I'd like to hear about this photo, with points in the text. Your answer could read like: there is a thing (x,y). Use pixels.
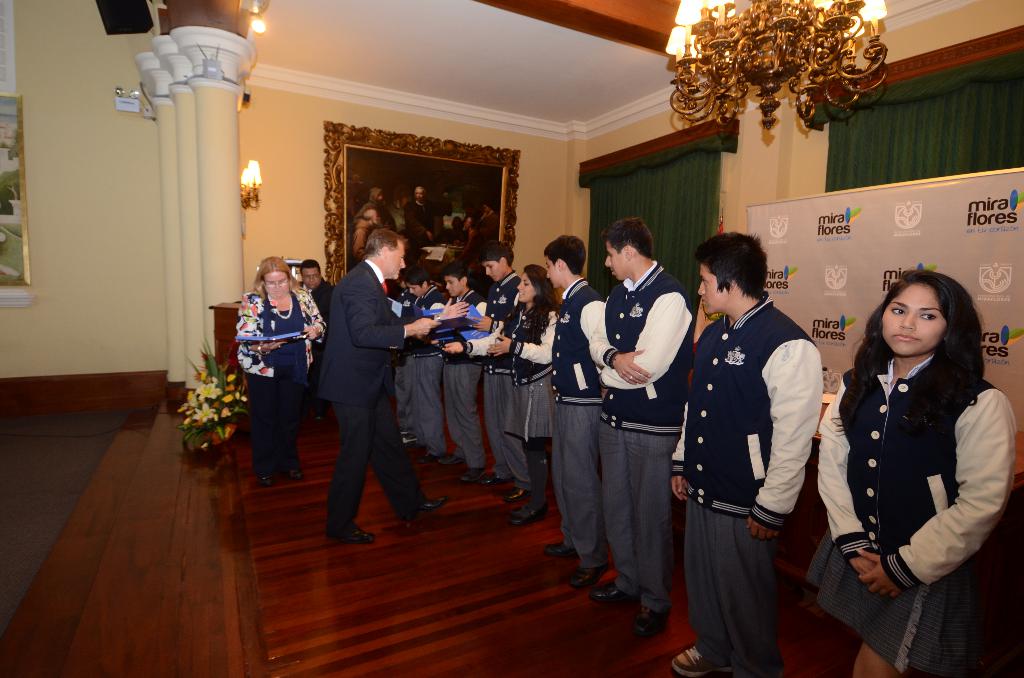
In this image we can see people (654,485) standing. The lady (301,473) standing on the left (298,365) is holding an object (250,344). On the right (998,272) there is a board (910,221). In the background (114,228) there is a wall (127,226) and we can see frames (424,231) placed on the wall (262,210). We can see lights (258,168). At the top (705,100) there is a chandelier (742,90) and there are curtains (657,188). At the bottom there is a flower vase (205,420) placed on the floor (227,531).
